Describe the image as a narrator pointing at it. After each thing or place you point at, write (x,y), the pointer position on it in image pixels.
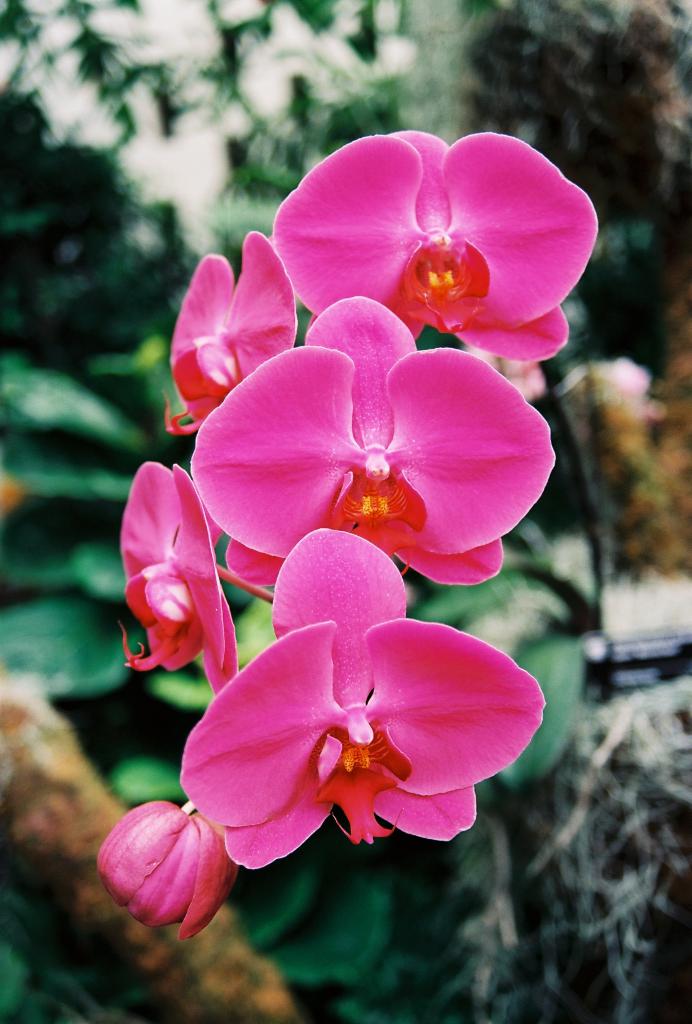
In this picture I can see flowers (494,569), and there is blur background (679,139).
